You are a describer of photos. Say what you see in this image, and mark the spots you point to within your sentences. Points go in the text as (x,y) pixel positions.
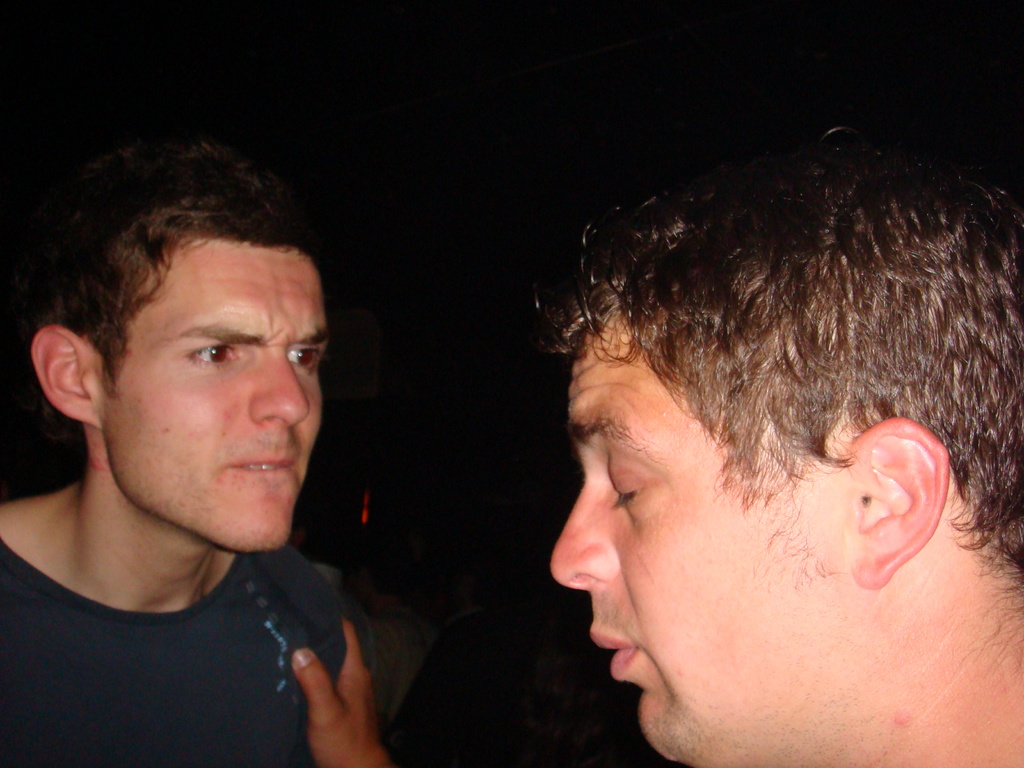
In this image I see 2 men (15,663) and I see that this man (177,496) is wearing a t-shirt (229,671) and I see that it is dark in the background (497,103).
